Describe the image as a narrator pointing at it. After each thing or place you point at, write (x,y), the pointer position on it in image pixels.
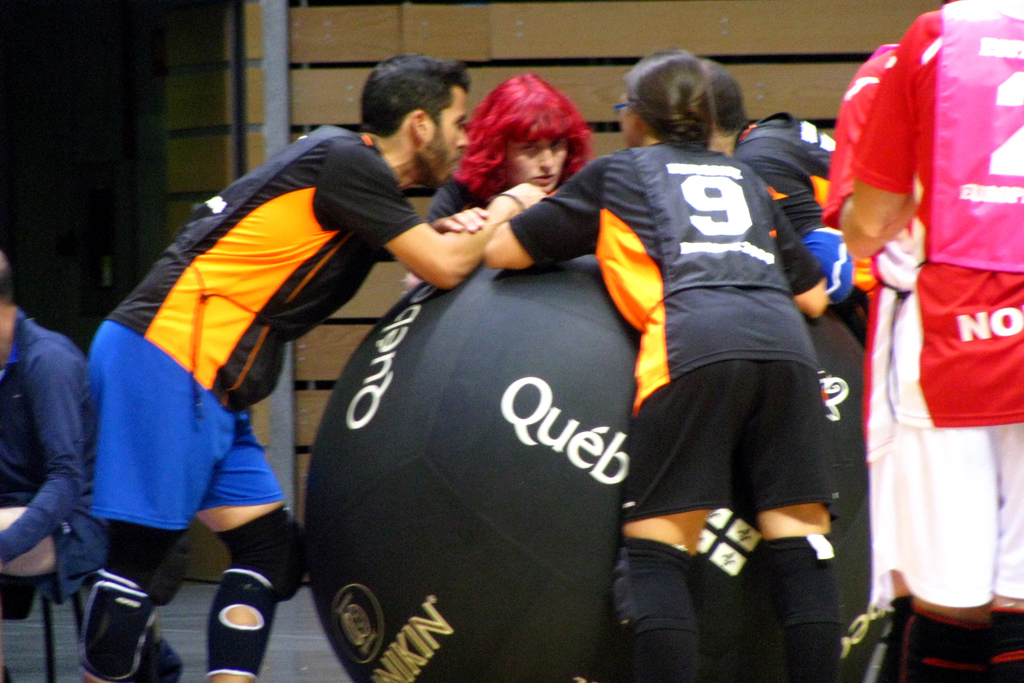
In this image we can see the players (667,200). We can also see the text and a logo (379,608) on the black color ball (536,356). In the background (249,120) we can see the walls (368,48) and also a pole (279,39). We can see the surface (201,628).
